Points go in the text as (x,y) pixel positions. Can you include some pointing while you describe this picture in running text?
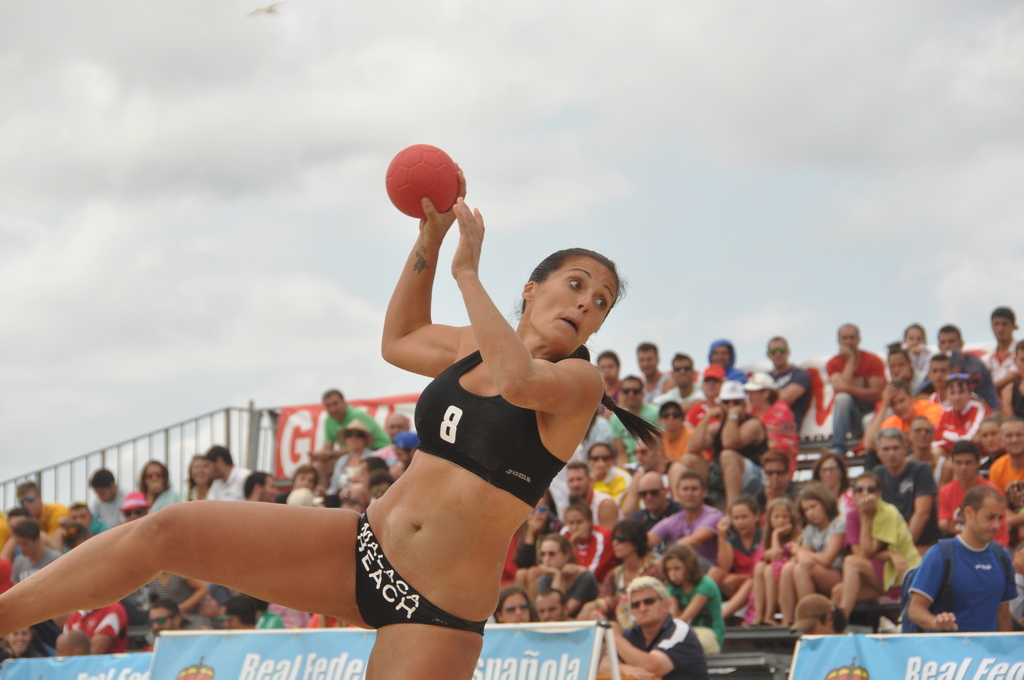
A beautiful woman (475,412) is playing with the ball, she wore black color top (477,472) and black short (391,582). A group of people (702,428) are sitting on the stairs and observing her. At the top (211,126) it is the cloudy sky (176,111).
